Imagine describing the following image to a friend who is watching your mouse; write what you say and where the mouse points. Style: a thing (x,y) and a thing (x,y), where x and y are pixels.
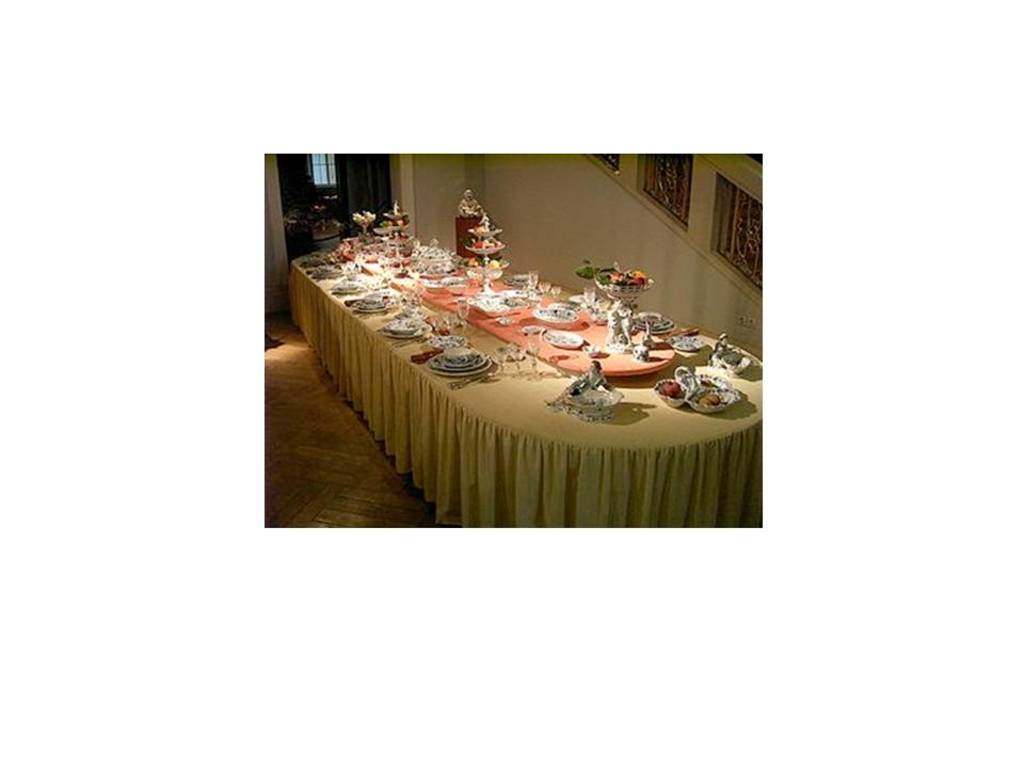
In the center of the image (510,331) there is a table (502,386) and we can see plates (402,332), bowls (679,395), glasses (514,373), jars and some dishes (561,338) placed on the table (494,455). In the background (645,236) there is a wall (648,239) and we can see wall frames (660,190).
